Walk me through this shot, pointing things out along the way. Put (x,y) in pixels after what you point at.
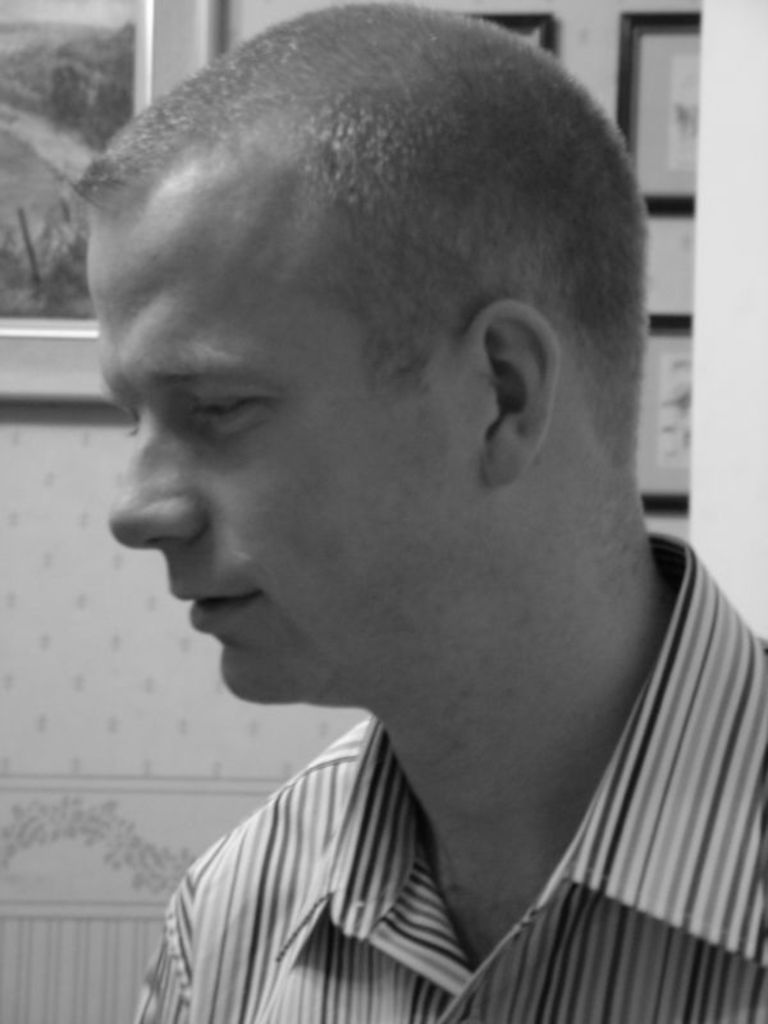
This image is a black and white image. This image is taken indoors. In the background (90,863) there is a wall (86,931) with a few picture frames (656,90) on it. On the right side of the image (659,537) there is a man (461,934).
